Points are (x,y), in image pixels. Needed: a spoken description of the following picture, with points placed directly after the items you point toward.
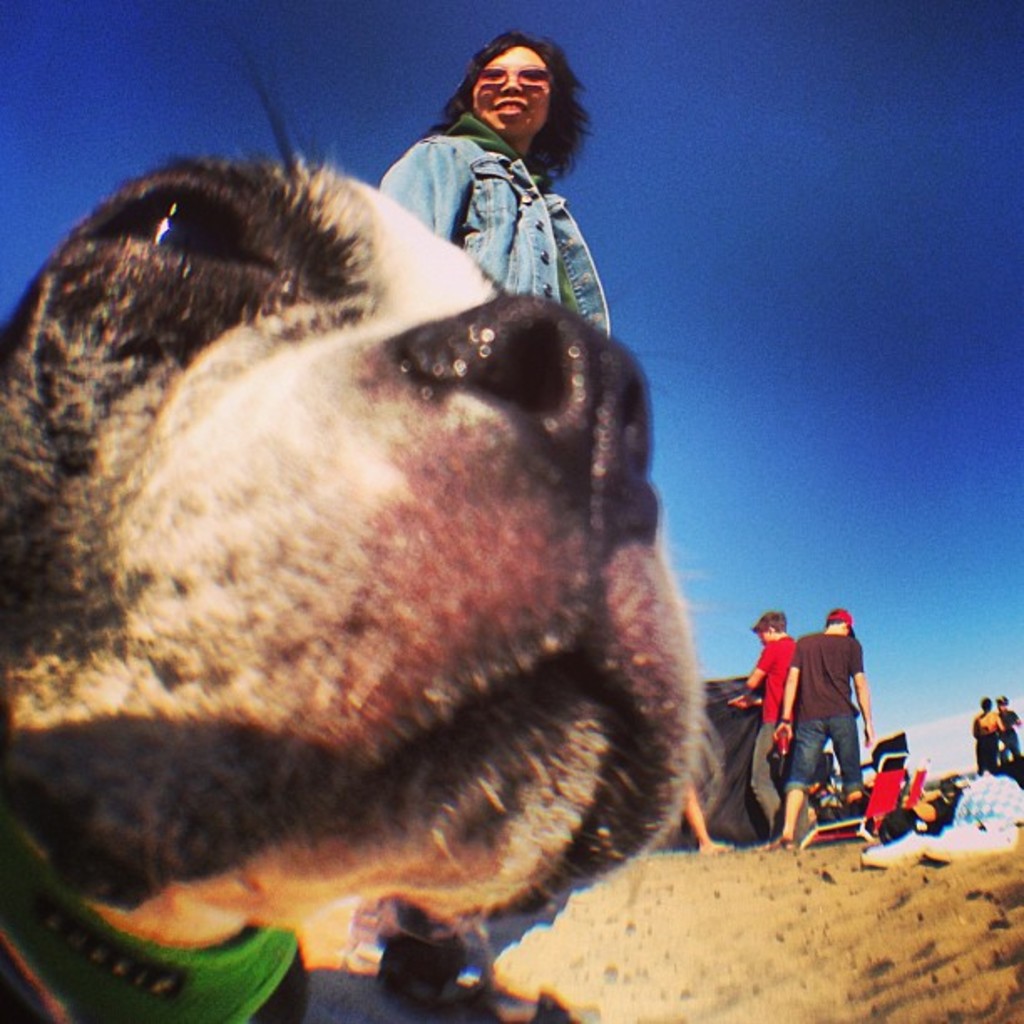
In this image we can see an animal (329,704) and a few people (495,148) standing, we can see the sand (837,950), there are a few chairs (818,831), beside we can see few objects (717,748), at the top (837,232) we can see the sky (807,267) with clouds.
